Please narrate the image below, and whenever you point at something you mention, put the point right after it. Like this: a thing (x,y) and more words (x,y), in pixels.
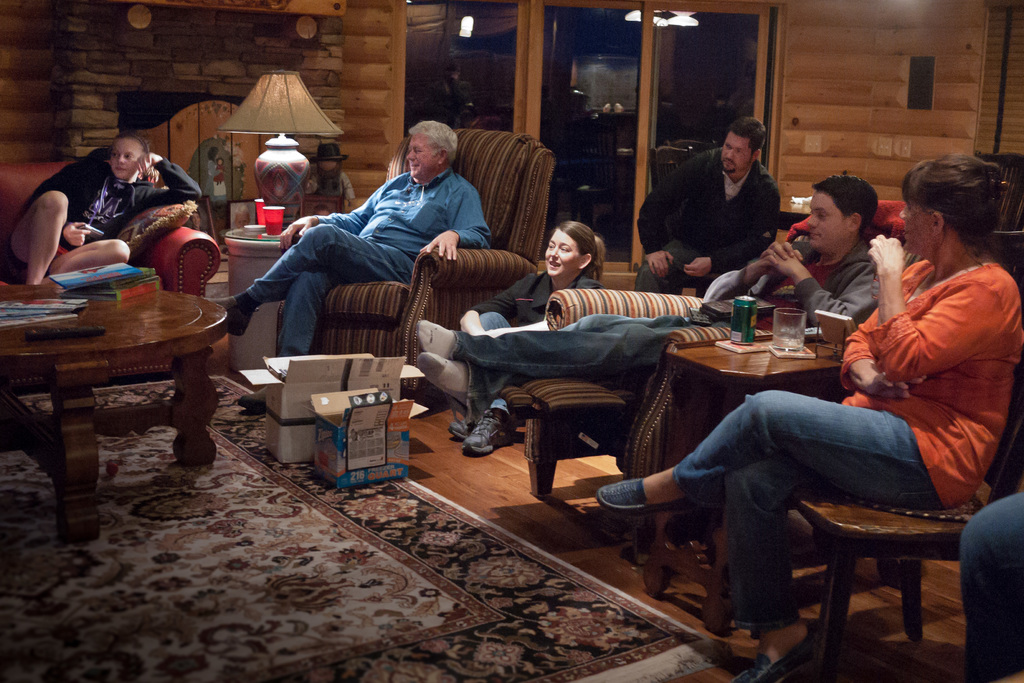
The image is inside of the room (873,314). In the image are group of people (862,373) sitting on chair (213,257) from right to left, on left side (246,237) there is a table (257,248) on table (271,250) we can see two glasses (257,221) and a lamp (294,167). In middle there is a door (583,34) which is closed and also table (120,315) we can see books (112,295) and a remote (80,334) at bottom (149,490) there is a mat (163,522).
